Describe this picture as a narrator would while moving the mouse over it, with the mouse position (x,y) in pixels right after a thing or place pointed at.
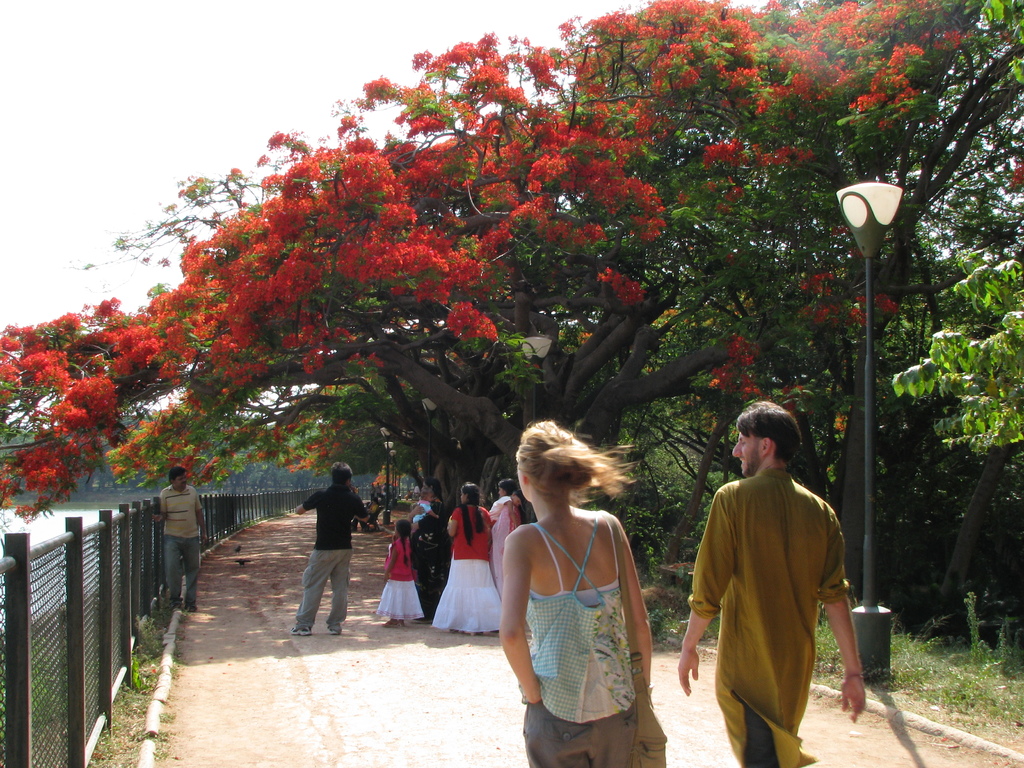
In this image we can see some people (769,744) walking on the road (254,594), there are some flowers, trees (831,428), plants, bushes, also we can see a fence (70,537), lake (65,516), and the sky (122,73).
